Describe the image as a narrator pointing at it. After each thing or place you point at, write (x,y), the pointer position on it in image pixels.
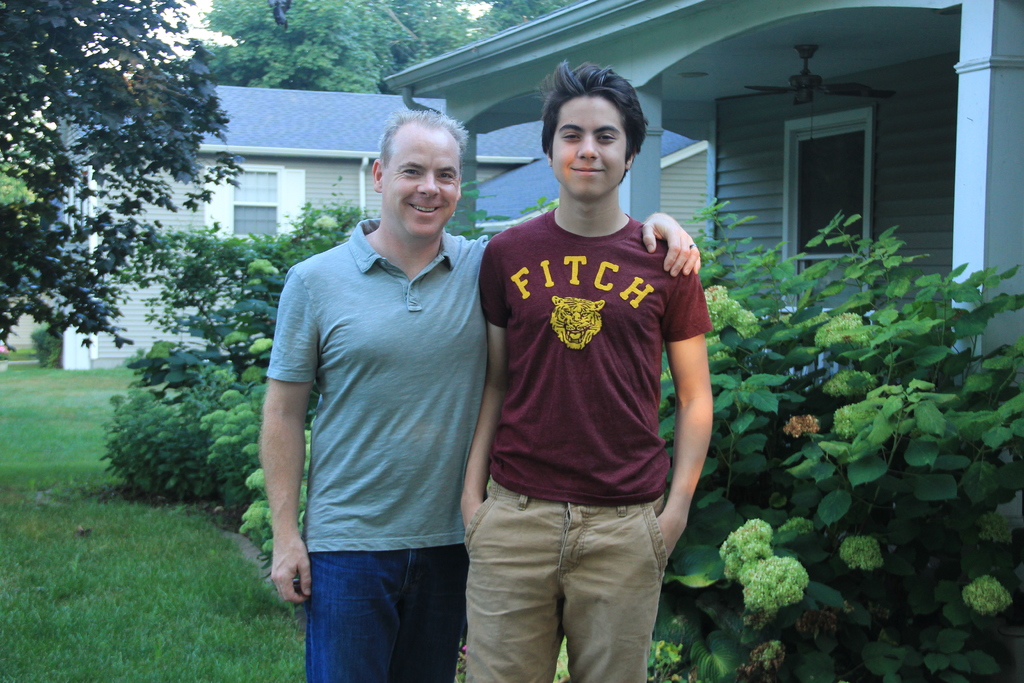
In this picture I can observe two men (447,345) standing on the land (298,671) in the middle of the picture (453,315). Behind them I can observe plants (123,458). I can observe some grass (133,593) on the ground (140,551). In the background (55,103) I can observe house (314,151) and trees (324,76).
